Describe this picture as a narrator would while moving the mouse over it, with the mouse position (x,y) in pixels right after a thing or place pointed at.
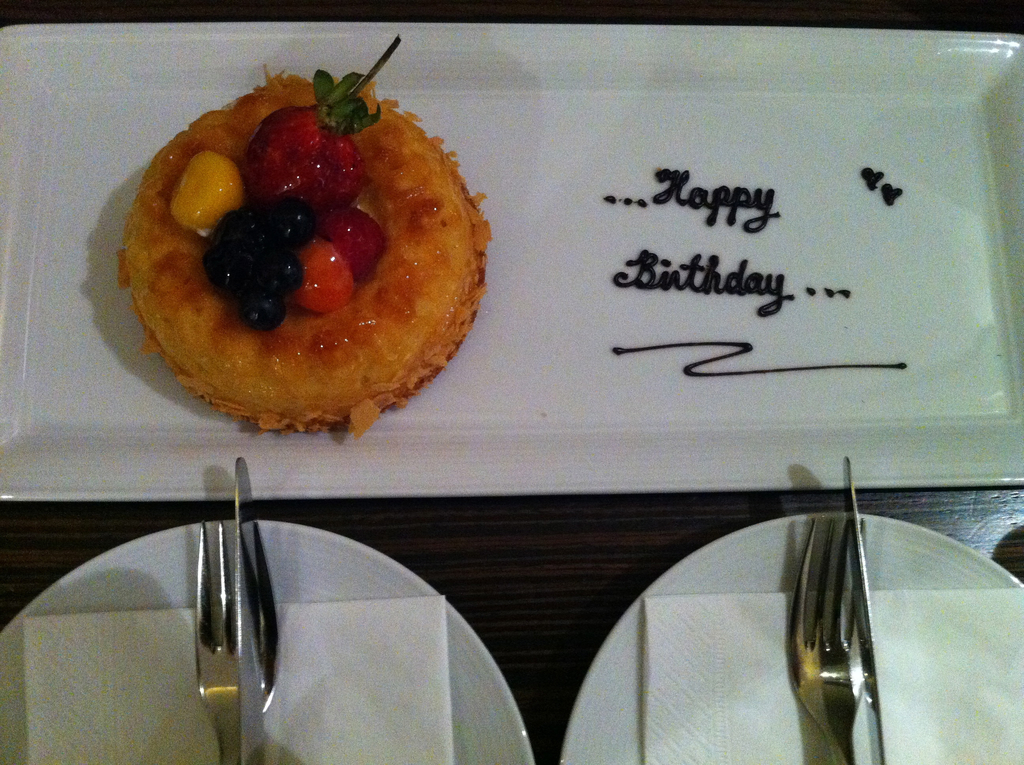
There is a wooden table (468,526). On the table (432,553) there is a tray (452,450) and plates (508,712) with tissue (350,674), knife (251,613) and fork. On the tray (574,381) there is a cake (432,286). On the cake (438,274) there are grapes (304,231), strawberry (323,191) and some other items (310,252). Also something is written on the tray (655,224).
